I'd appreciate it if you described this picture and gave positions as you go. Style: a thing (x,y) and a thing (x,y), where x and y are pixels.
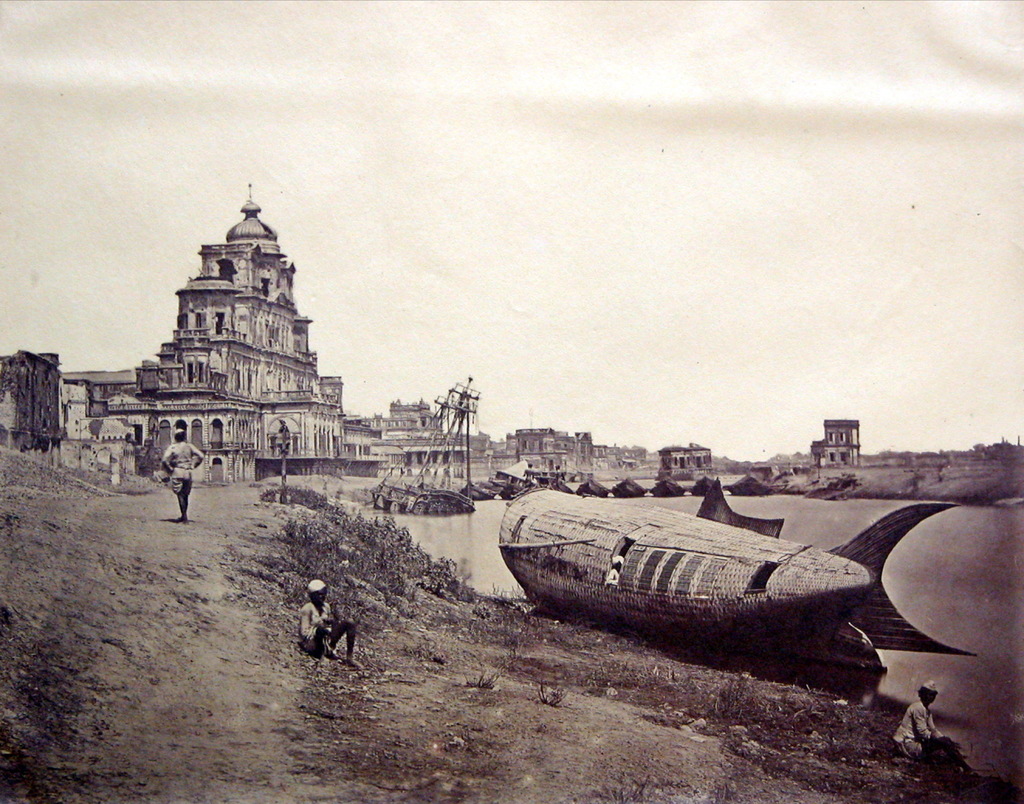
It is a black and white picture. In this picture I can see boats (622,524), water (472,547), people (187,488), buildings (400,407), sky (480,413) and objects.
